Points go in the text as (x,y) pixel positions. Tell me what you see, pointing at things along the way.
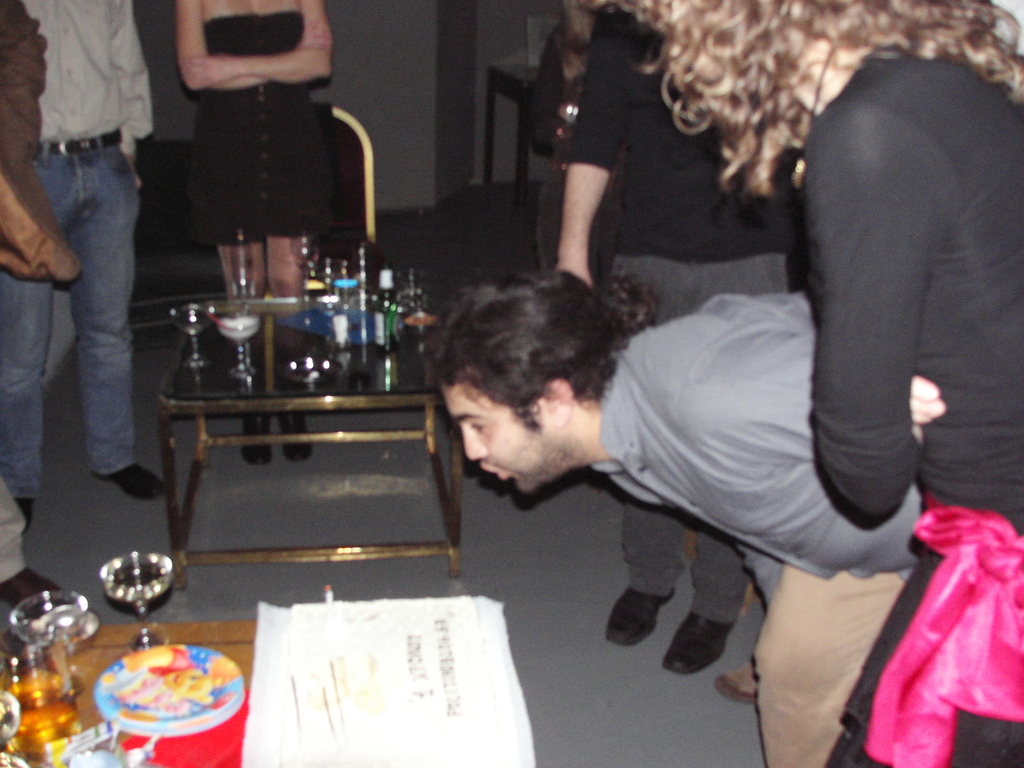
People (723,485) are standing near the table (343,387) and on the table (278,339) there are bottles (336,319) and glass (250,326).
